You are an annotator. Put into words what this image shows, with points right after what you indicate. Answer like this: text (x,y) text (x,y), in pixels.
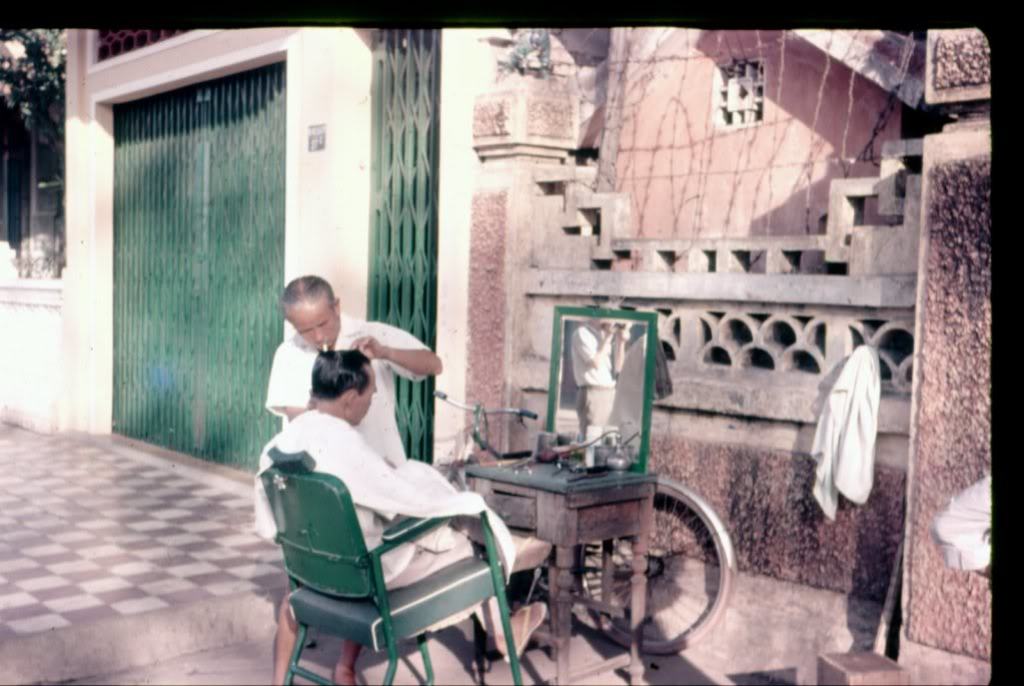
In this image I can see a man (439,513) sitting on the chair (451,565). Beside him there is another person (385,392) standing and looking at this person (344,355). In front of this man (356,406) there is a table (545,487), on that a mirror (614,414) and few glasses (604,464) are placed. In the background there is a building (233,231).
